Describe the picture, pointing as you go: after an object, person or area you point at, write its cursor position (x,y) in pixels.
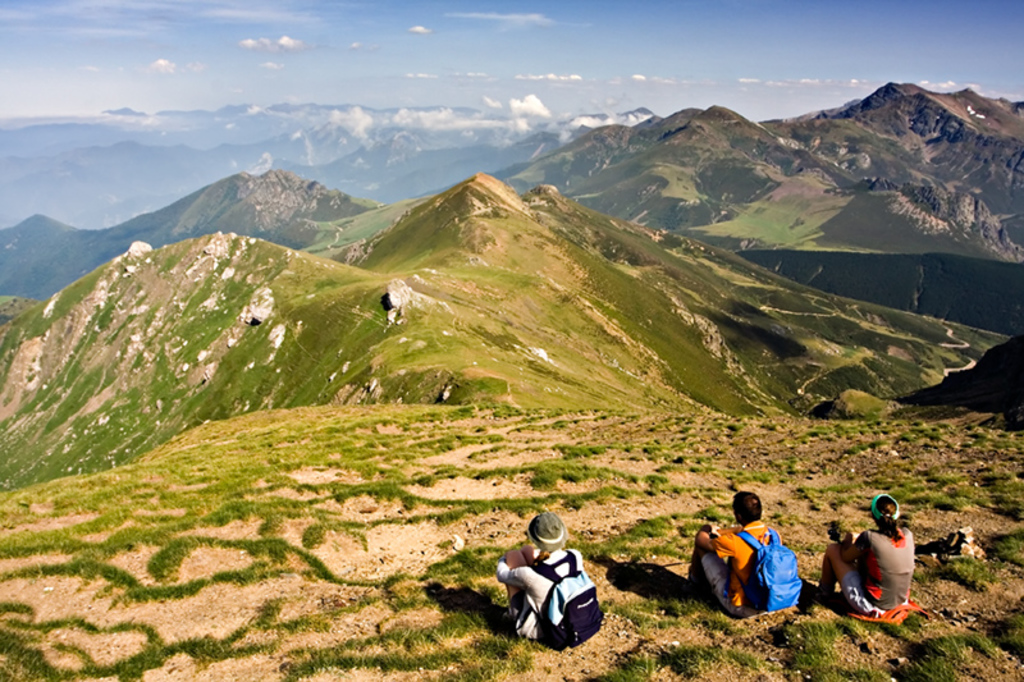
These three people (877,565) are sitting. These two people (745,552) wore bags (588,610). Background (348,266) there are mountains (484,238) and sky (481,36). These are clouds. On these mountains (634,278) there is a grass (333,461).
